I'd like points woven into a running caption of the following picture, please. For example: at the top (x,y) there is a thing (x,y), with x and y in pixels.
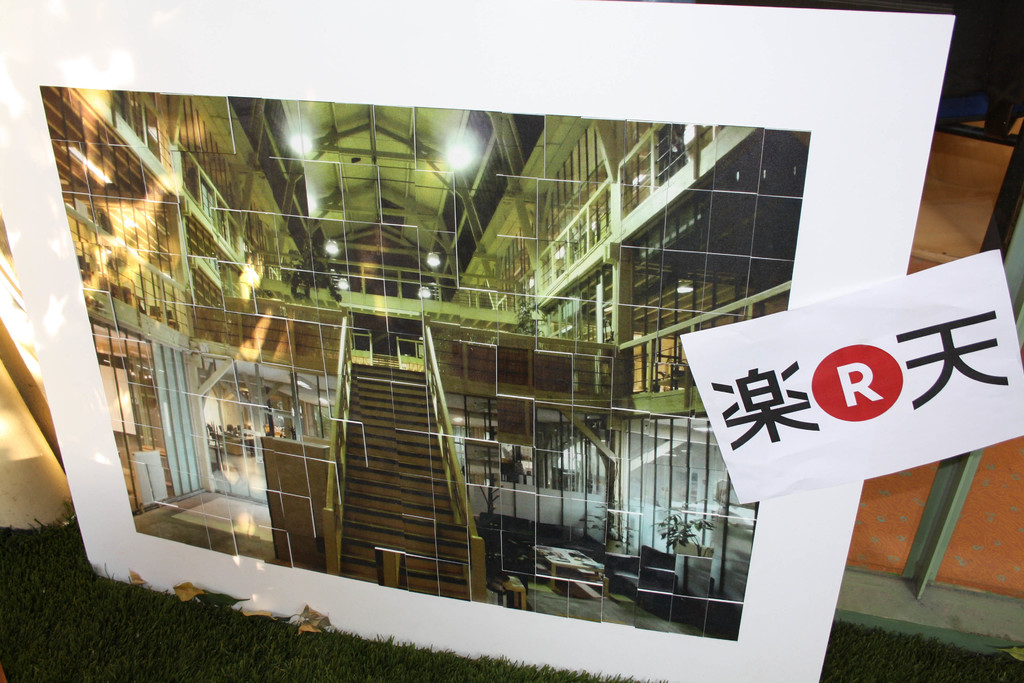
In this image we can see a photo (493,219). At the bottom of the image (235,661) there is the grass (161,675). In the background of the image (1007,61) there are some objects (992,155). On the photo (606,381) there is a text (753,419).
